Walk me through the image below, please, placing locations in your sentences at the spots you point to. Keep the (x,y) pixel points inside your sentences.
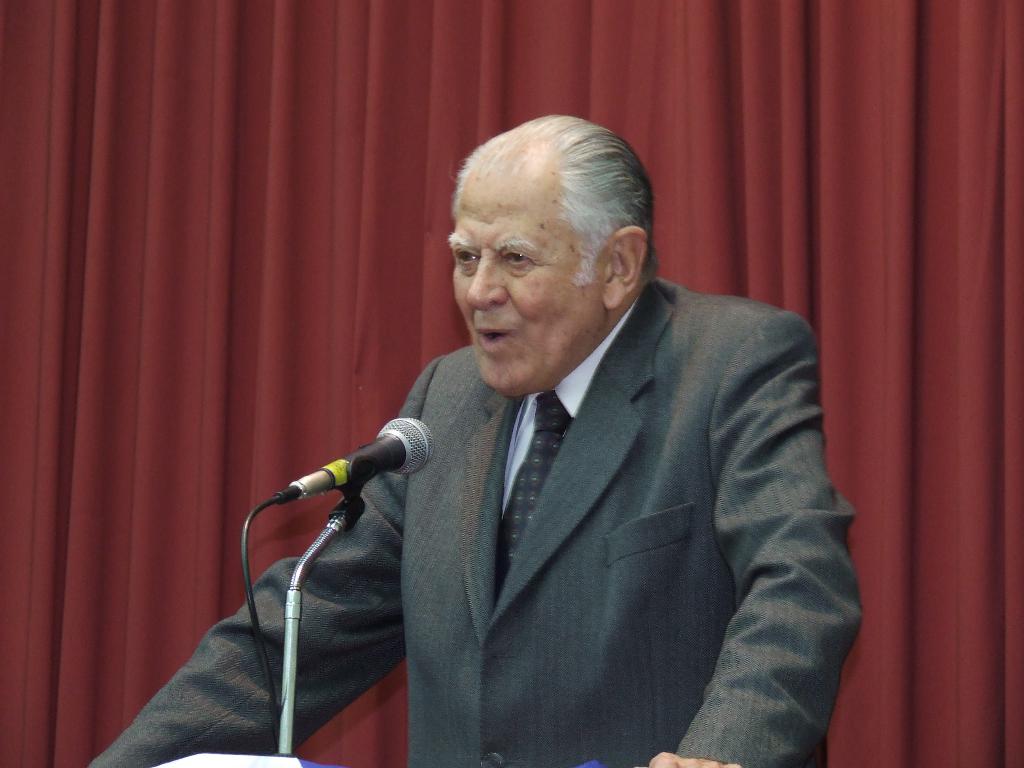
This picture shows a man (466,388) standing at a podium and speaking with the help of a microphone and we see a curtain (426,59) on the back (958,544).
